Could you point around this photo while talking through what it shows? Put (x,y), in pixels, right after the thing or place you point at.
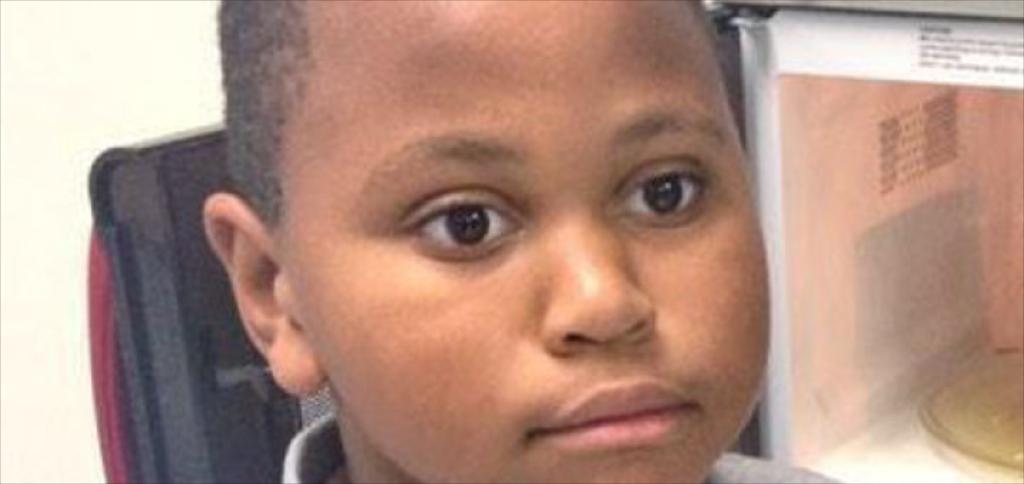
In this picture I can see a boy (427,161) and a microwave oven (795,259) on the right side (904,142) and its door (762,67) is opened.
